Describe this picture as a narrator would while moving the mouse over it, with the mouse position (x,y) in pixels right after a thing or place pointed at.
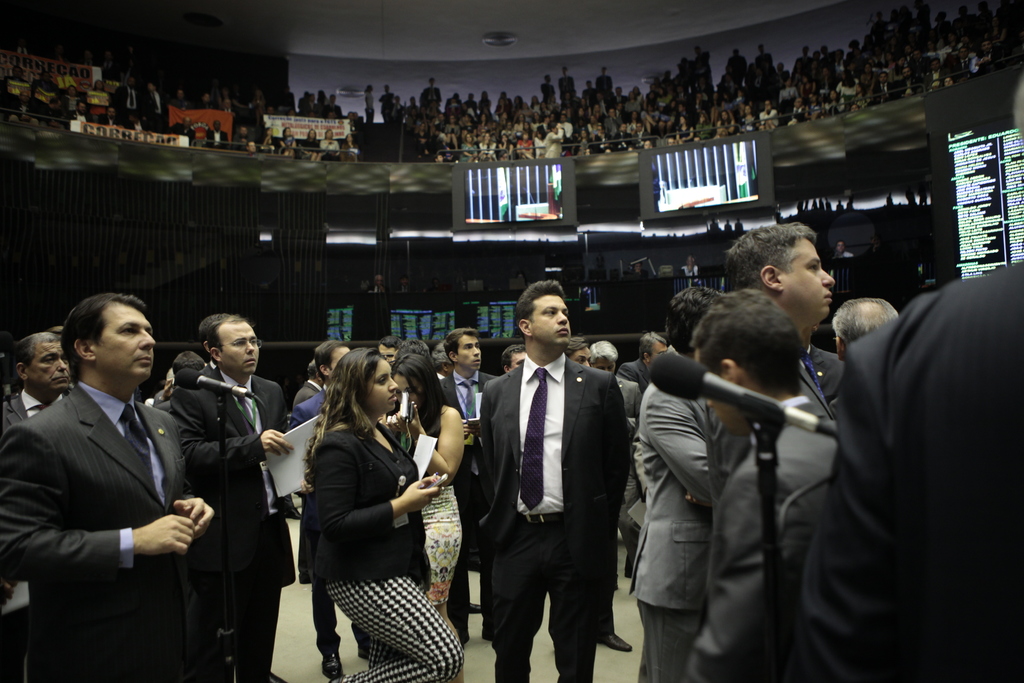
In the image there are many people (389,378) standing and also there are mics (763,417) with stands (763,492). Behind them there are screens (591,294). At the top of the image (426,124) there are many people (698,94). And also there are screen (687,159) hanging to the wall (613,176).
